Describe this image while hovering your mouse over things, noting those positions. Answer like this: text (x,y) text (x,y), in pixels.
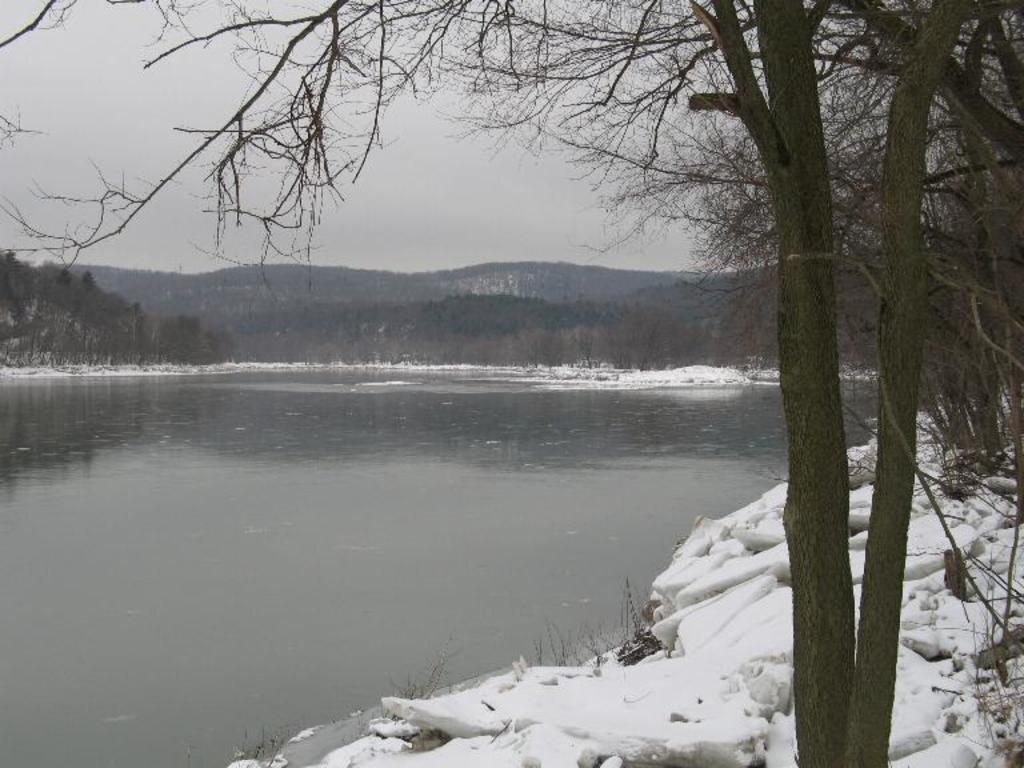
In this picture I can see water (393,531). I can see snow (571,667). I can see trees (607,354). I can see clouds (332,174) in the sky (374,168).
